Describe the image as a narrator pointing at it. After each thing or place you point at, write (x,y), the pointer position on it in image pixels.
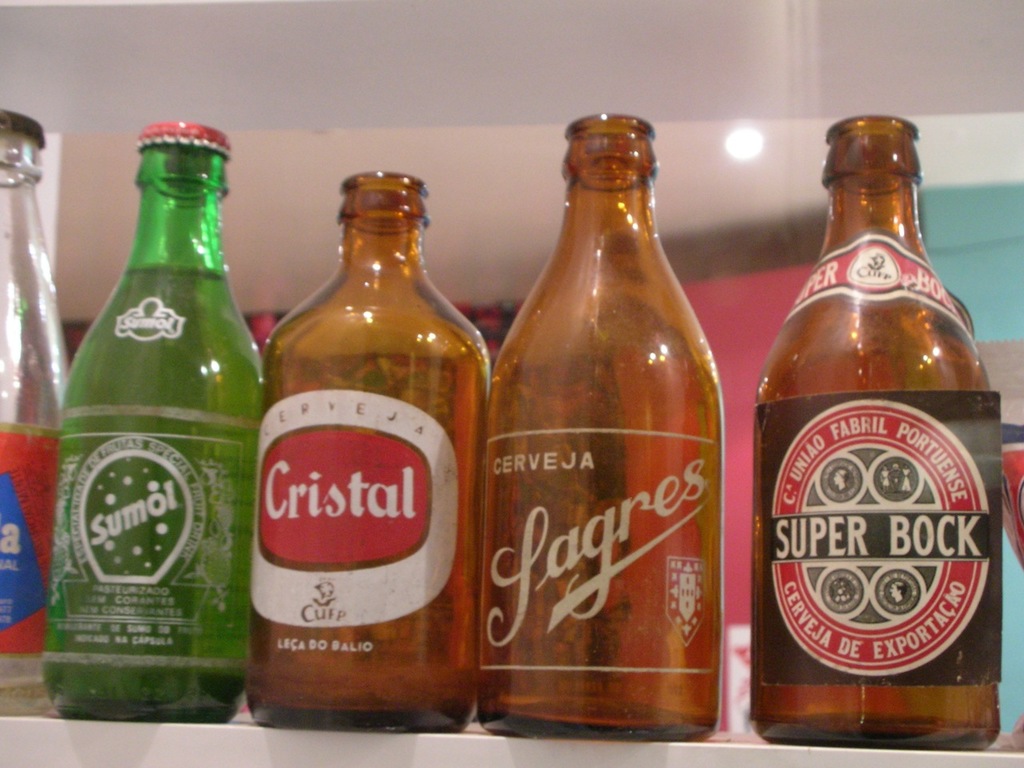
This picture shows bottles (489,708) and a light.
